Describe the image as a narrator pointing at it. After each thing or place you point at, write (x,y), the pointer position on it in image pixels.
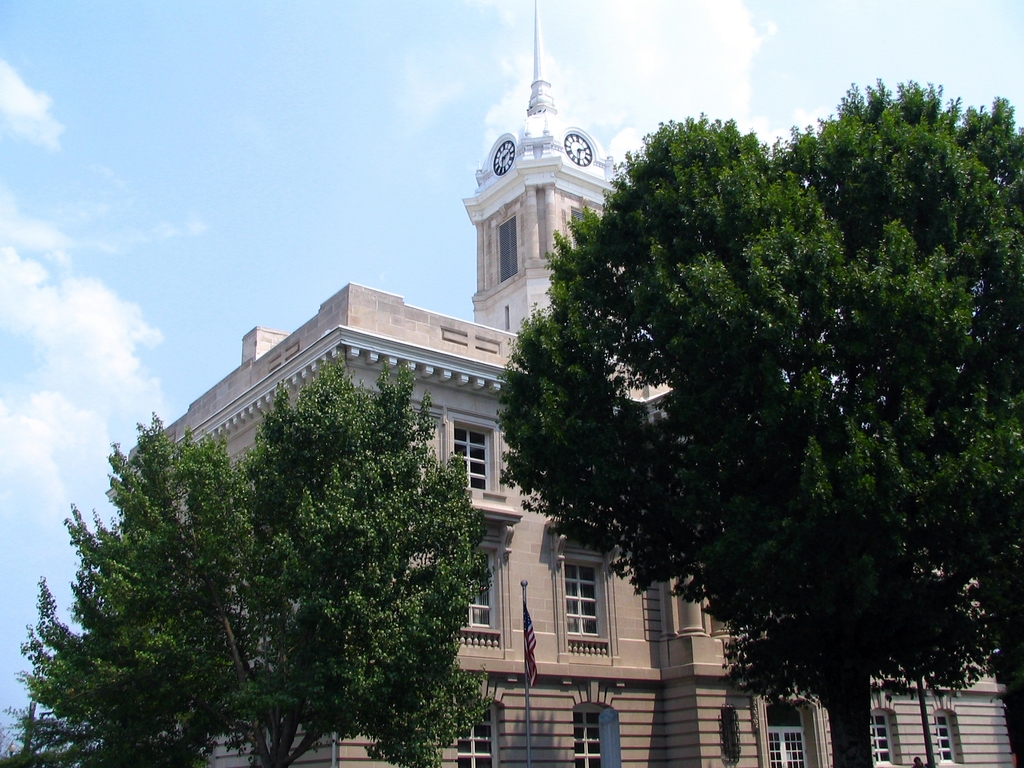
As we can see in the image there are trees (398,465), buildings (538,635), flag (528,645), windows (474,475), sky (423,267) and clouds (55,455).
